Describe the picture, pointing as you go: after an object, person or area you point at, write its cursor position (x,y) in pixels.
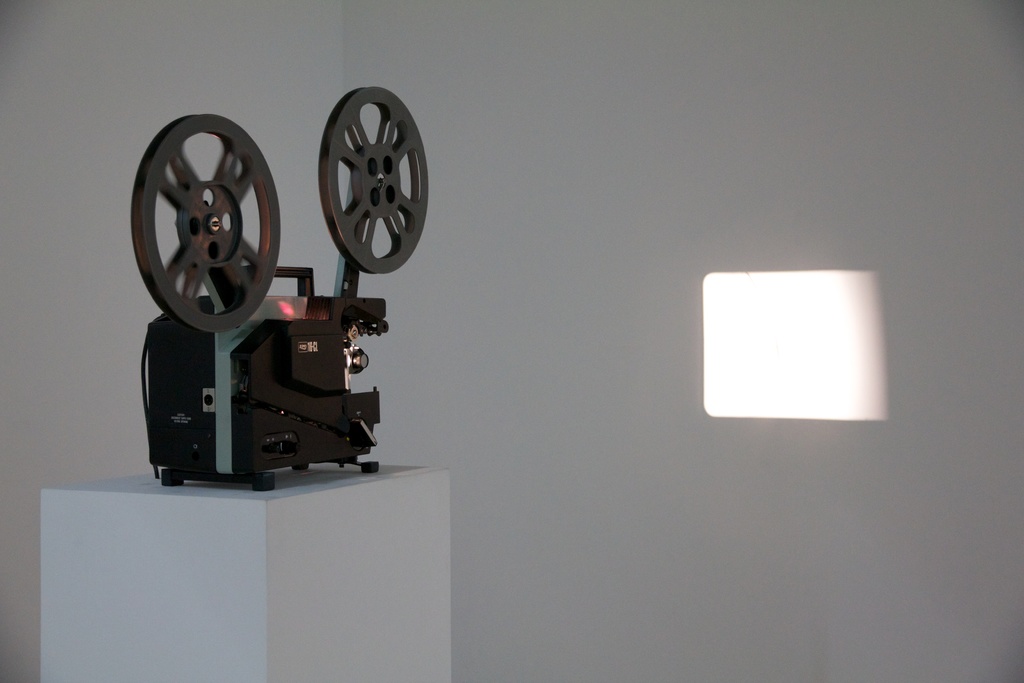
In this image we can see projector (350,365) placed on the white object (195,584).
